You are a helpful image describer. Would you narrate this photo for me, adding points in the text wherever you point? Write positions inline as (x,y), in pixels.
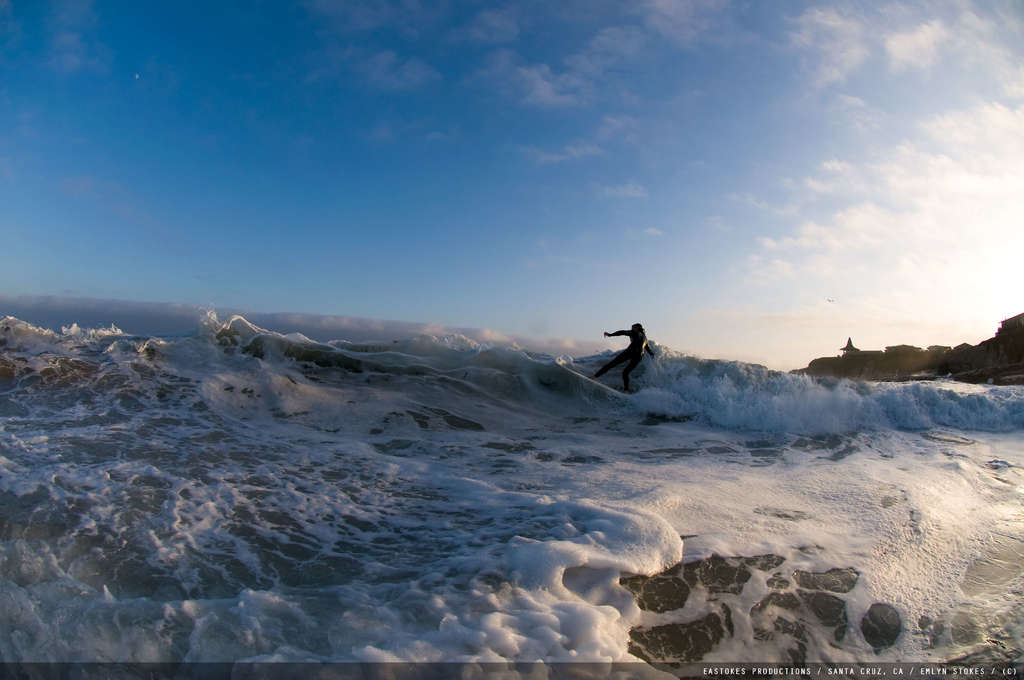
In this image we can see a person (635,353) on the surfboard (622,391) is surfing on the water (362,370). Here we can see the wave (649,416), hill (859,372) and the sky (782,149) with clouds (951,159) in the background (430,286).
